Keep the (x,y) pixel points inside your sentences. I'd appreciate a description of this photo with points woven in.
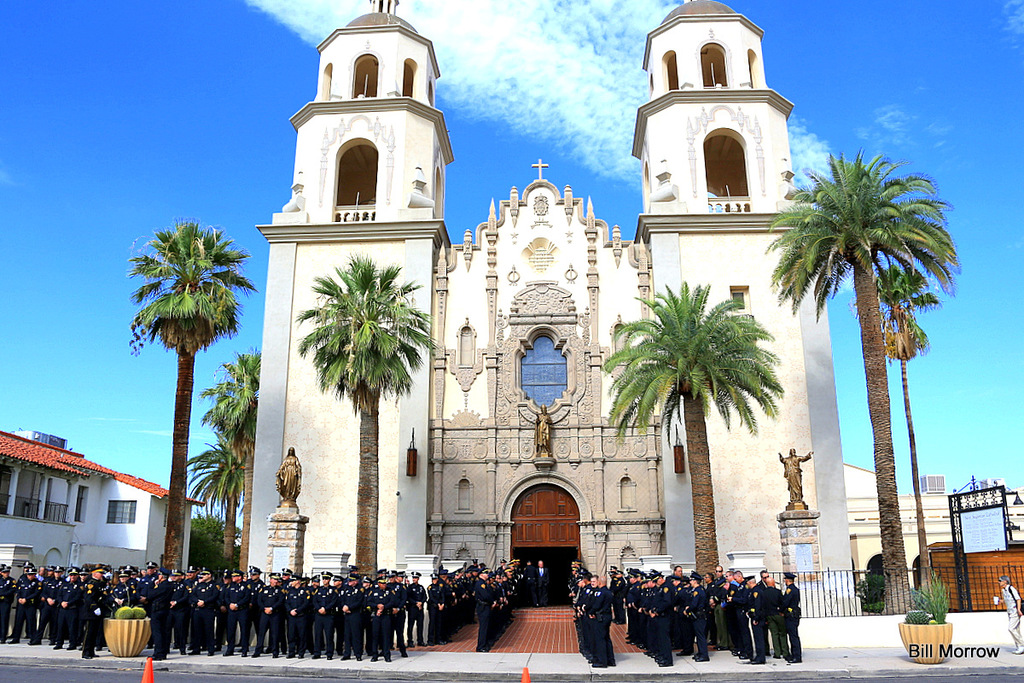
In the foreground (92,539) I can see a group of people (609,653) are standing on the road (572,681), house plants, trees (233,557), fence (831,609), boards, pillars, buildings (324,535), door (527,537), statues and windows (328,80). In the background (8,181) I can see the blue sky (276,63). This image is taken may be during a day on the road (82,678).
